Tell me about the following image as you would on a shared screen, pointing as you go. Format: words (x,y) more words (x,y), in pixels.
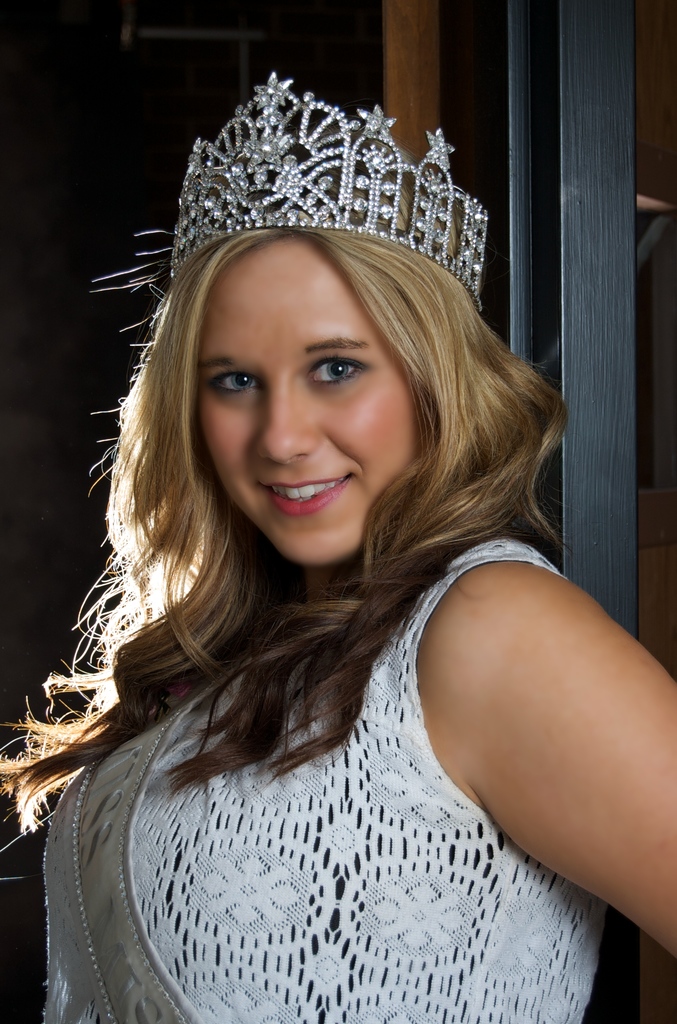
In the center of the image (365,589) we can see a lady (399,802) standing. She is wearing a crown (227,191). In the background (520,211) there is a door (554,250).
